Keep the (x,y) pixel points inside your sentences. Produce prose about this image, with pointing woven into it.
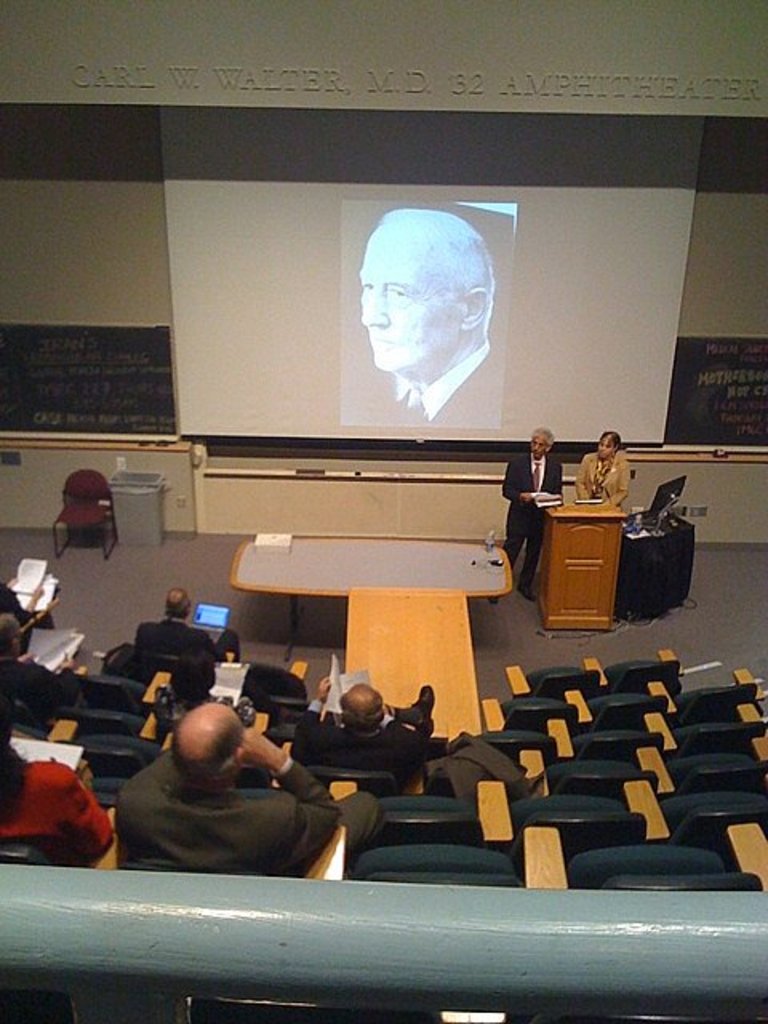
Here we can see a two people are standing on the floor (619,638), and here a group of people (50,781) are sitting on the chair (411,848), and here is the projector (482,368).
